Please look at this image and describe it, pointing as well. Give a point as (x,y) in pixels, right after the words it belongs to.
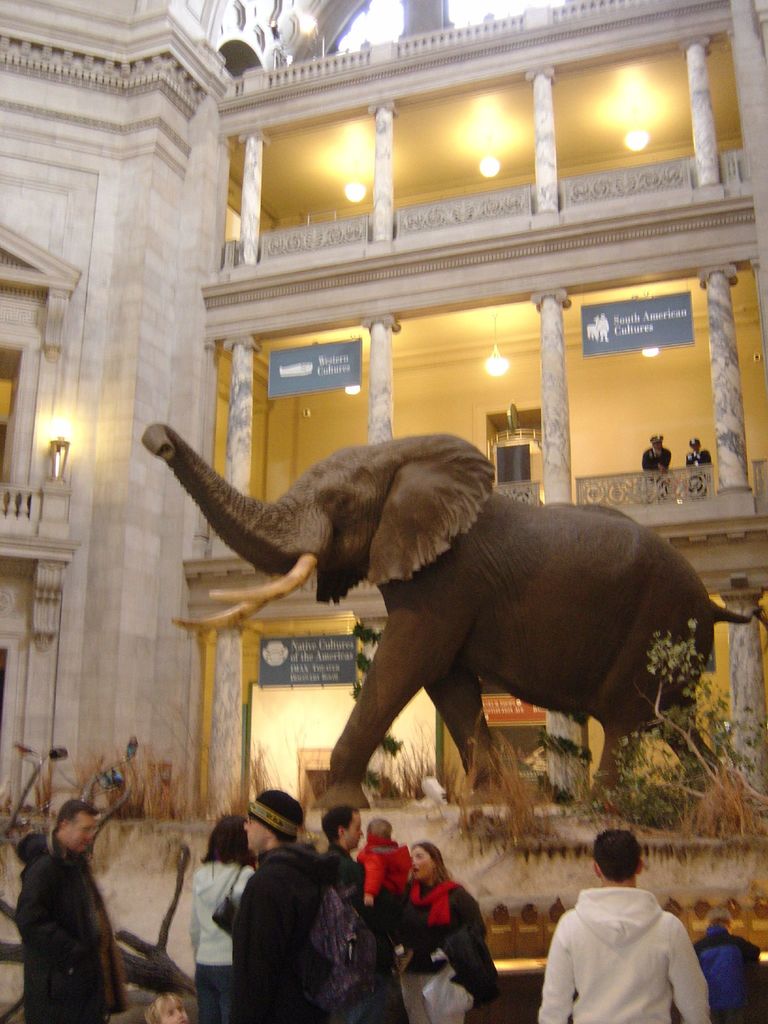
In this image in the front (479,948) there are persons (323,889). In the center (396,562) there is dry grass (417,766) and there are dry plants (719,771) and there is statue (410,589) of an elephant (410,589). In the background (51,224) there is a building (181,379) and there are persons (659,449) standing in the balcony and there are boards (592,339) with some text (331,356) written on it and there are lights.
